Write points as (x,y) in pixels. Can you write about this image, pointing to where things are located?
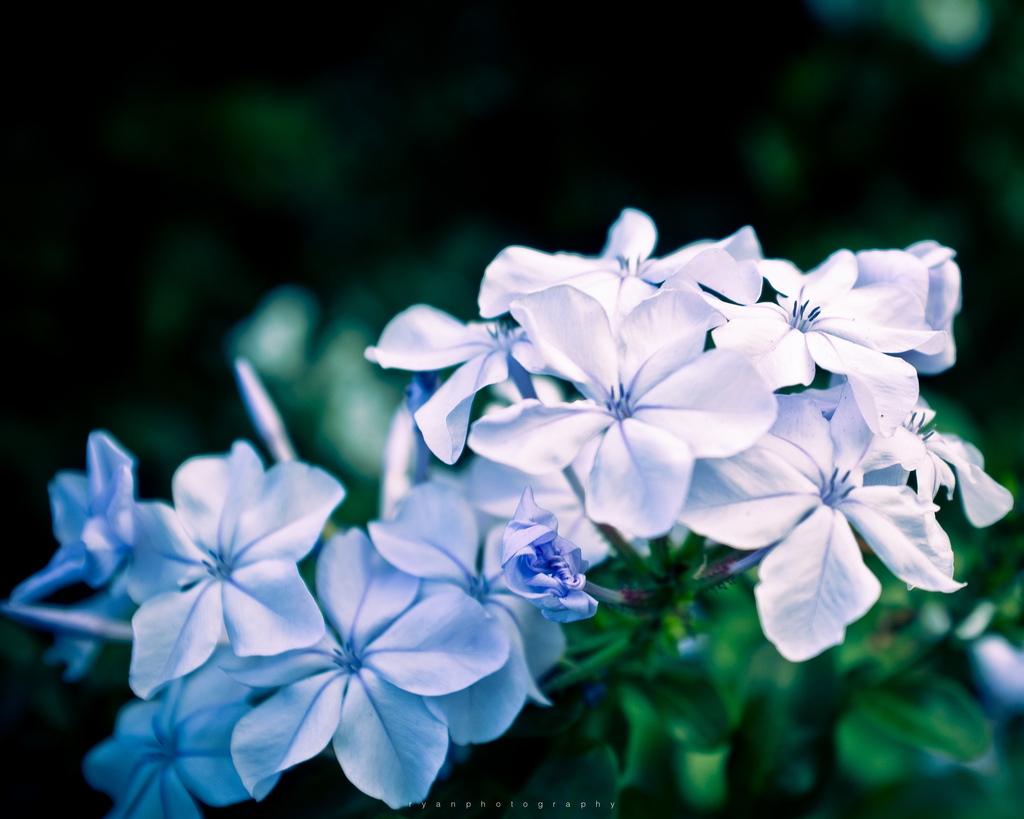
This is an edited picture. In the foreground of the picture (604,457) there are flowers (548,498). The background (46,38) is blurred.
